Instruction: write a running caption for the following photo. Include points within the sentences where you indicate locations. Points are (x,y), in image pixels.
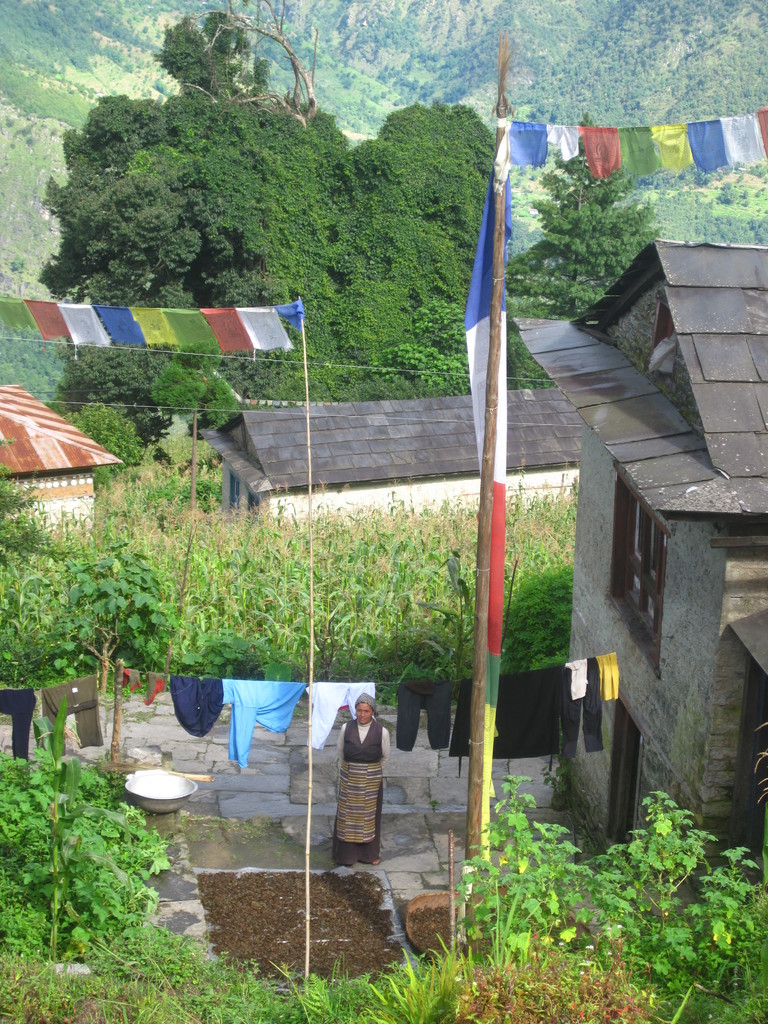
In the image in the center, we can see one person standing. And we can see poles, clothes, garlands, plants (89,865), baskets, buildings (432,439) etc. In the background (587,43) we can see hills (590,70) and trees (113,186).
